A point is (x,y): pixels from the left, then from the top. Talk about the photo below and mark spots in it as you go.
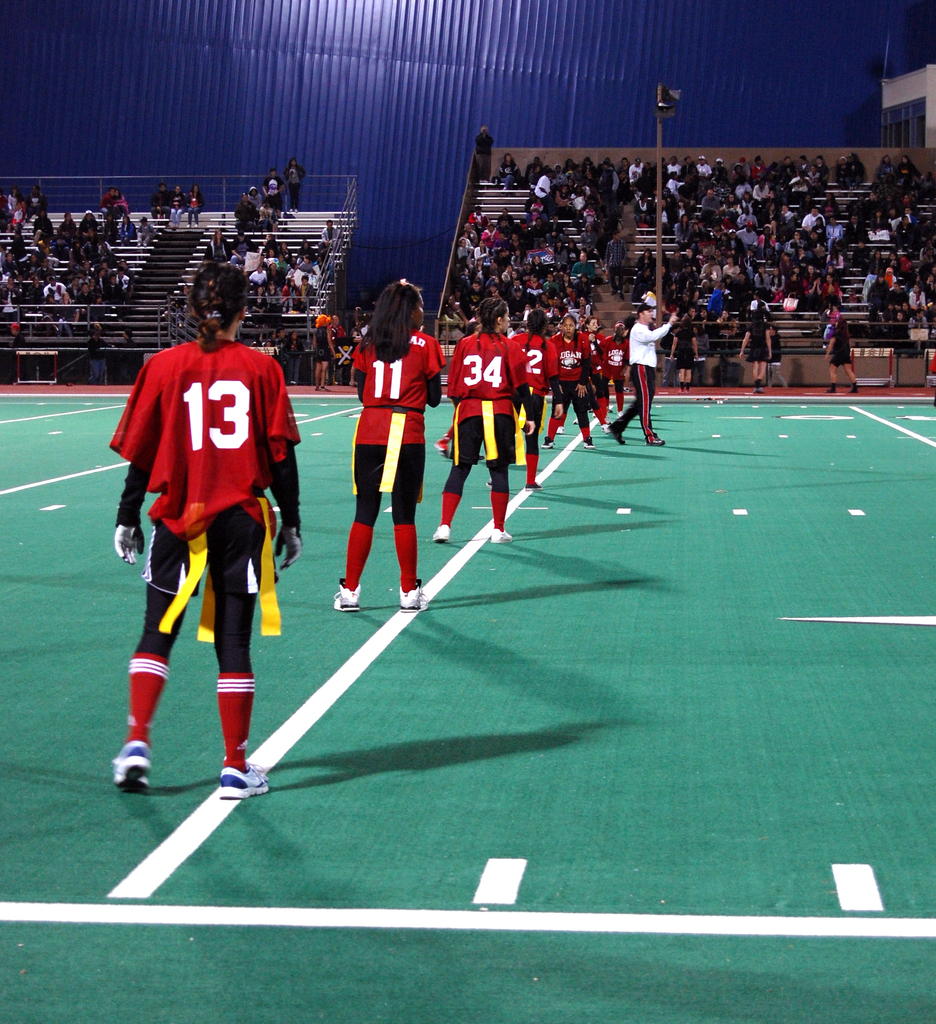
In this picture there are people (261,493) on the ground (500,791). In the background of the image (140,179) we can see audience (734,253), pole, railings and blue sheet (454,72).
